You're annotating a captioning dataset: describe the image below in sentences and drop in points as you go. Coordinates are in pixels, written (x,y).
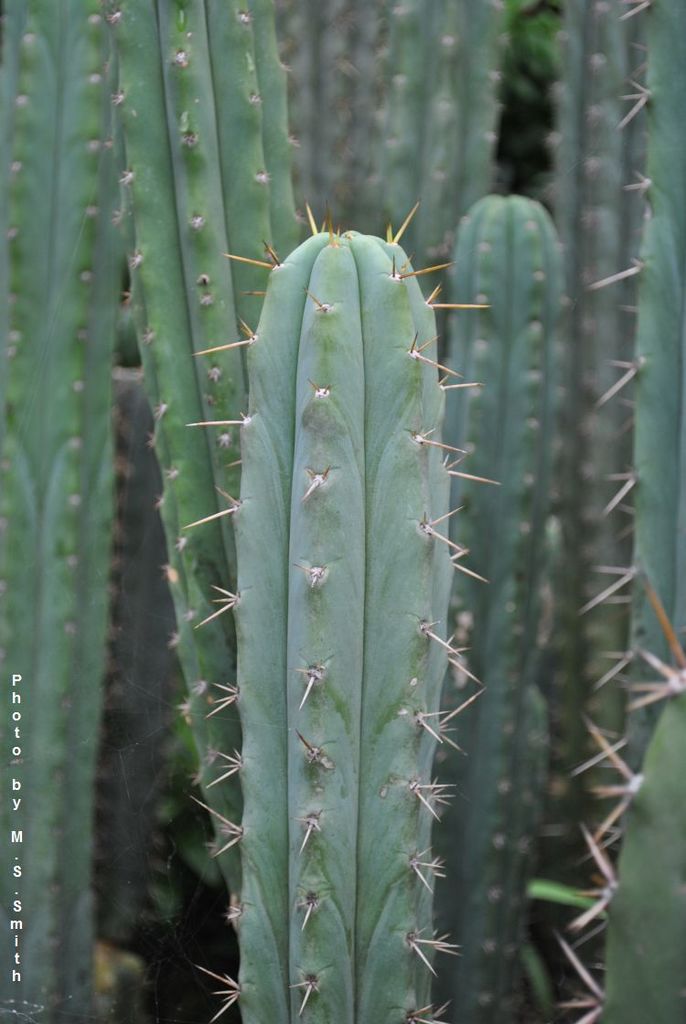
In this picture I can see there is a cactus plant (341,310) and it has thorns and there are some another cactus plants (47,807) in the backdrop (24,587).
